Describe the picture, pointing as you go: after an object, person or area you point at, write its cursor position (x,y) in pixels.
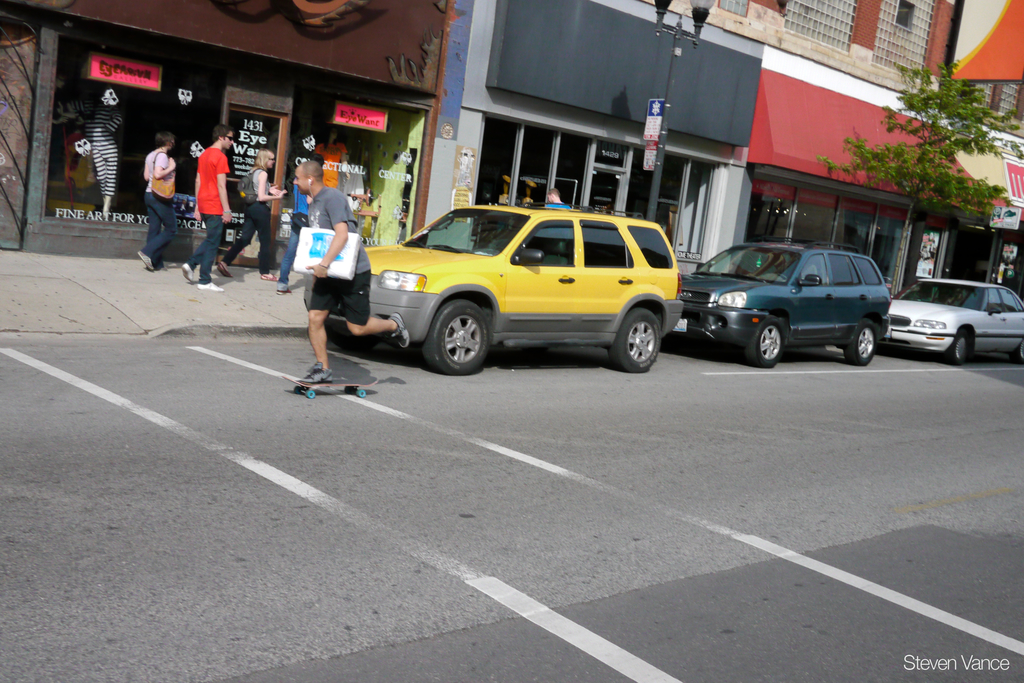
In this image we can see cars (704,267) on the road (884,348) and there are people (310,312). In the background (758,120) there are buildings (758,120) and boards (654,148). There is a tree (947,114).
